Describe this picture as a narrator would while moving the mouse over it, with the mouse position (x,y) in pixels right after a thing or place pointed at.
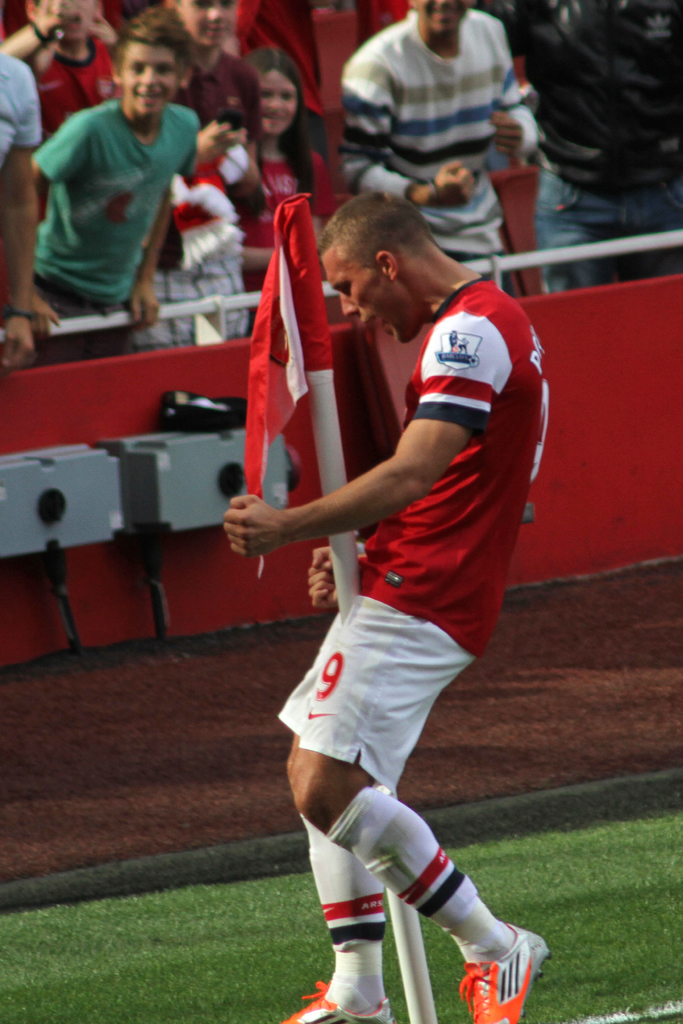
In this image I can see a person (359,699). There is a pole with flag (295,436). And in the background (97,123) there are group of people (253,163) and some other objects (209,479).
